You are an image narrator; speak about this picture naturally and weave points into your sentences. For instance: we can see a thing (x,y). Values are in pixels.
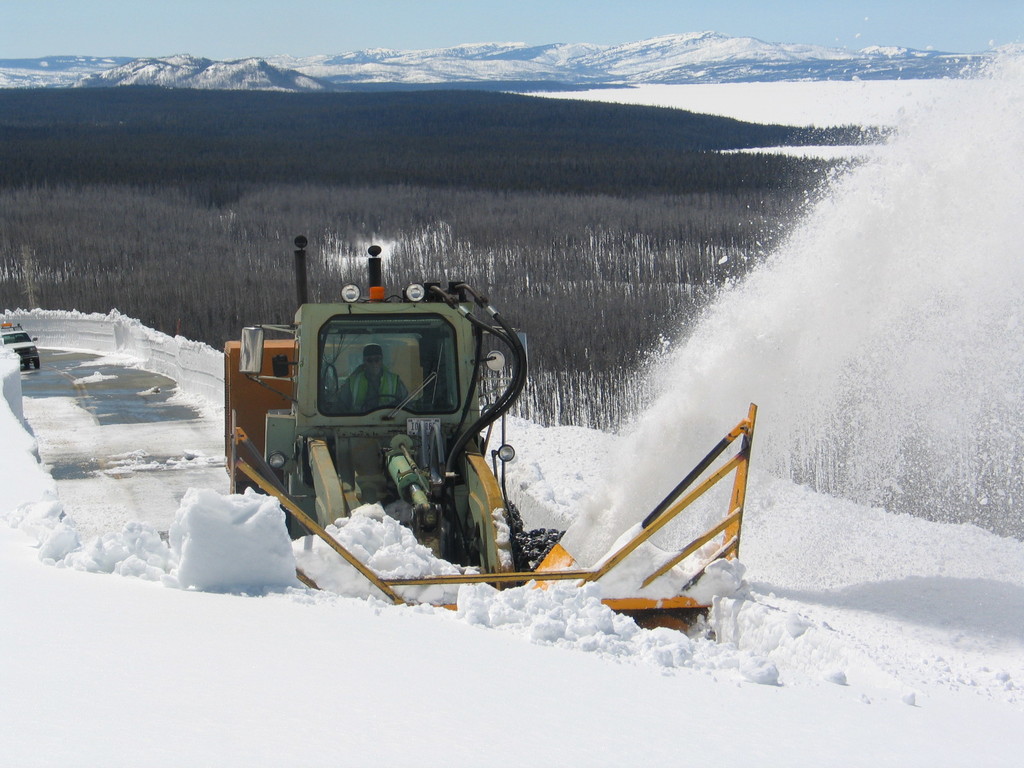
In this picture we can see a person (384,370) sitting in a snow plough (402,388). Behind the snowplough (278,377), there is a vehicle (22,336), trees (237,164) and snow (22,316). At the top of the image (426,59), there are snowy mountains (151,69) and the sky (759,24).
